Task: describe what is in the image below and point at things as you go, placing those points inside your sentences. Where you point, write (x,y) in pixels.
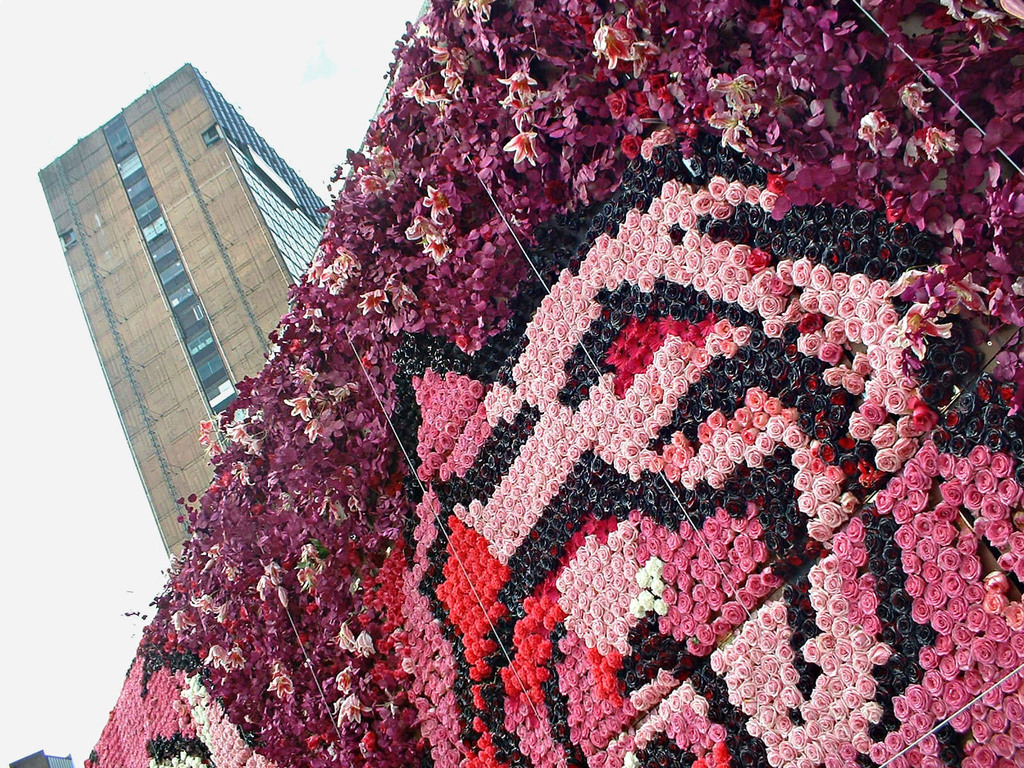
At the foreground of the image (525,513) we can see a flower decoration (648,450) in which there are some flowers (497,498) like roses (546,477) and some other flowers (384,266) of different colors and there are some different colors of roses (586,598) like red, black, pink, pale pink and at the background of the image (133,154) there is tallest building (130,219).
